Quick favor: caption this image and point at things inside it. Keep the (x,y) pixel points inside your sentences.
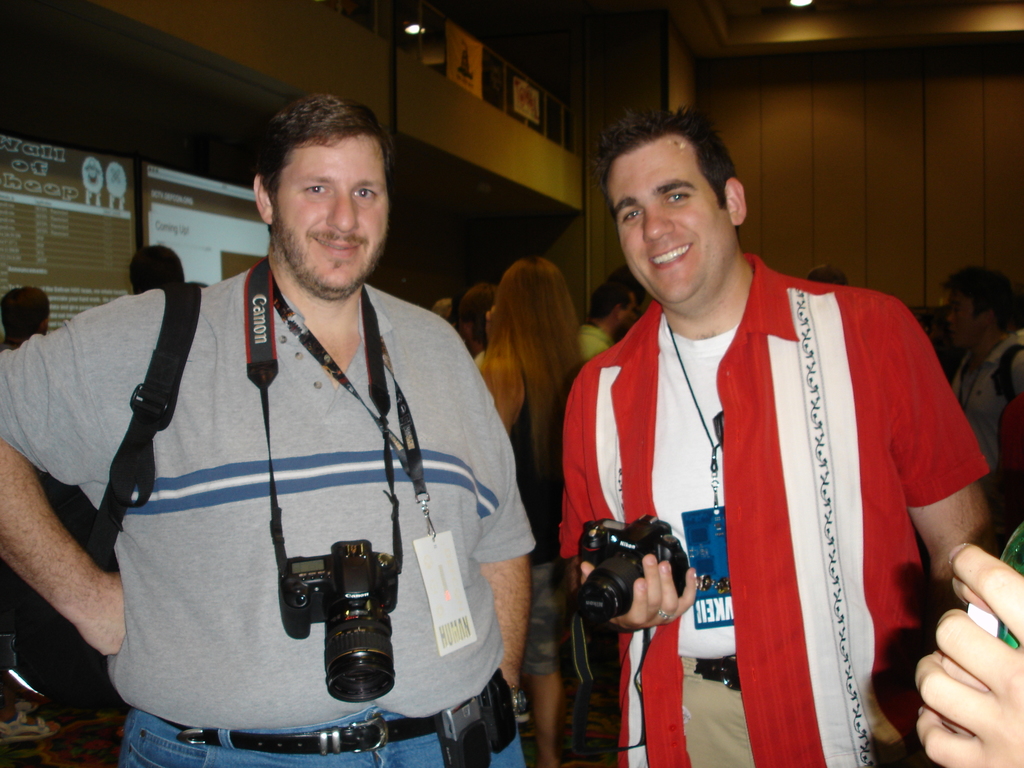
There are two persons (624,393) standing. Person (599,438) on the right (700,433) is holding a camera (597,526). Person (191,498) on the left (211,478) is wearing a bag (93,507) and is having camera (341,628). Also he is wearing a tag (454,633). There are many people (548,301) in the back (535,322). On the left side (116,187) there is a screen (159,211) with something written on that.
